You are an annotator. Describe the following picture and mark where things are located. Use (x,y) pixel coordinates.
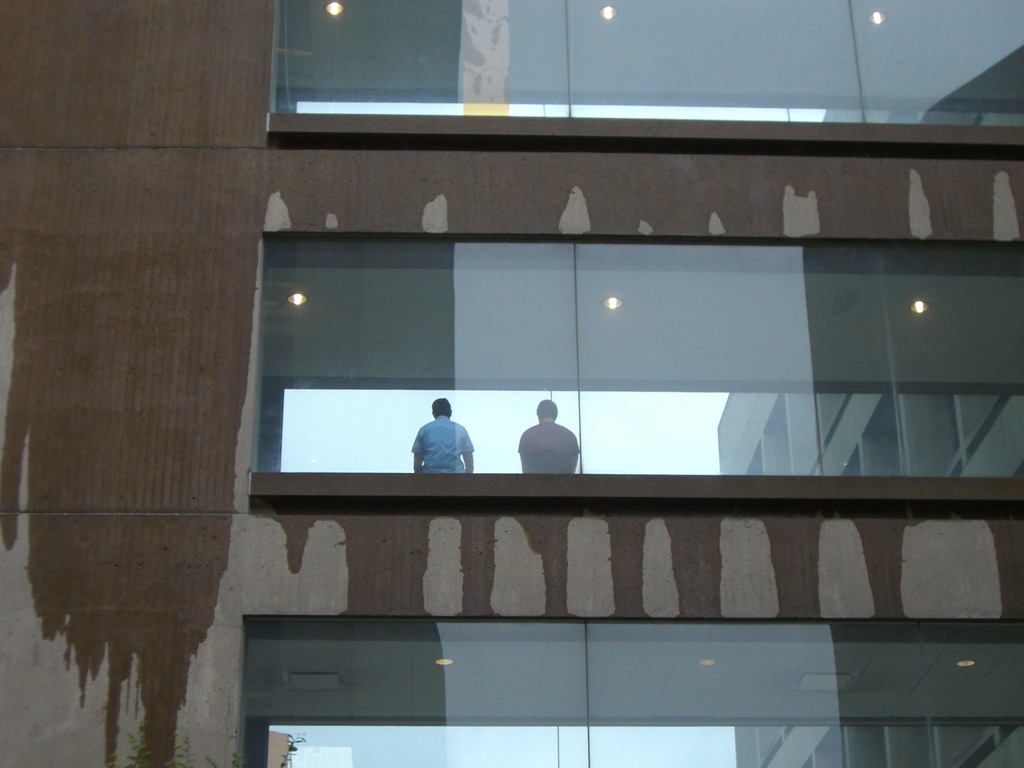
This image consists of a building (568,408). There are two persons (462,445) in the middle (454,432). There are lights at the top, bottom and middle.
